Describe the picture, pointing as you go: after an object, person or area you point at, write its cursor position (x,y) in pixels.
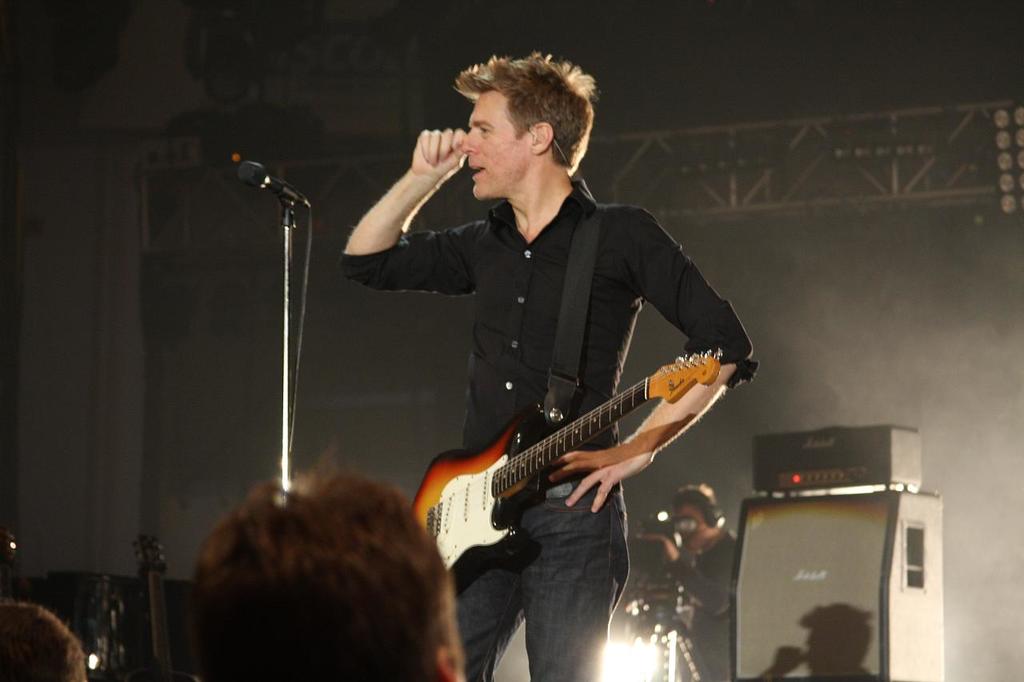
In this image I see a man (741,333) who is standing and carrying a guitar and there is a mic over here and I see persons head (361,479) over here. In the background (687,504) I see an equipment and a person (707,548) with the camera (667,525) and I see the light (655,646).
